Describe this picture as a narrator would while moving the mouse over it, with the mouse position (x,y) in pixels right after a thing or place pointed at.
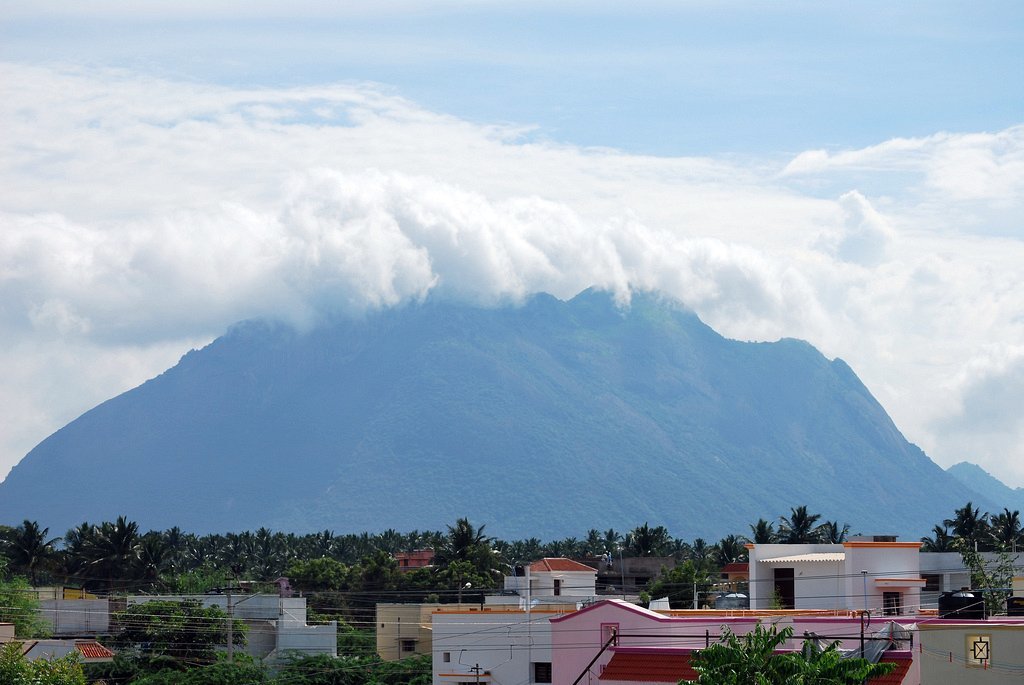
At the bottom (980,655) we can see building (557,588), house (969,631), street lights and many trees (176,617). In the background (558,440) there is a mountain (508,418). At the top (605,112) we can see sky (439,100) and clouds (440,187).
